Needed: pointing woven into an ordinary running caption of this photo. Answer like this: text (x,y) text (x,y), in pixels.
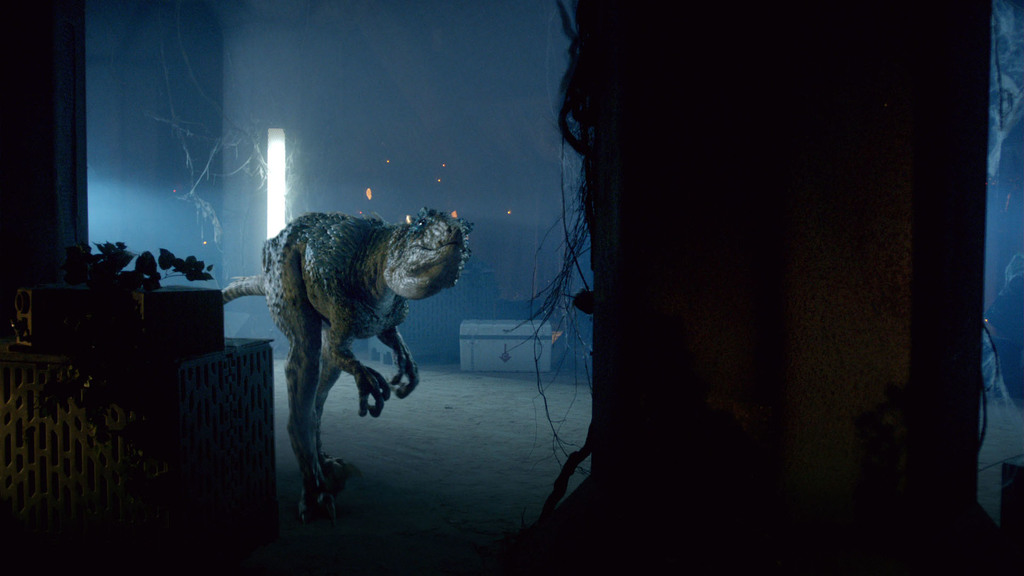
In this image, we can see a dinosaur (371,239). There is a trunk box (478,353) in the middle of the image (530,357). There are some leaves (100,250) and boxes (125,308) on the left side of the image (159,317).
